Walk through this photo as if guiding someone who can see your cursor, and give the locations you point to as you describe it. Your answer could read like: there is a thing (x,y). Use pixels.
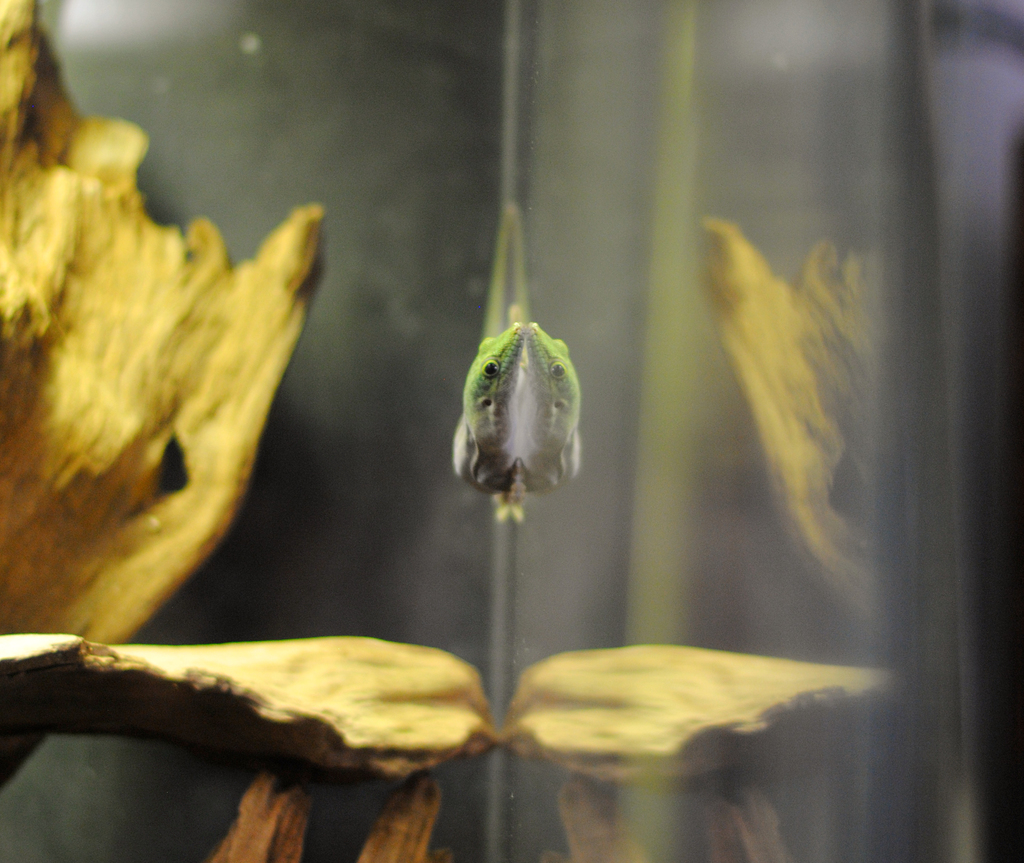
In this image we can see an animal (499,471) on the surface (505,579). In the background (226,300), we can see some wood pieces (112,436).
